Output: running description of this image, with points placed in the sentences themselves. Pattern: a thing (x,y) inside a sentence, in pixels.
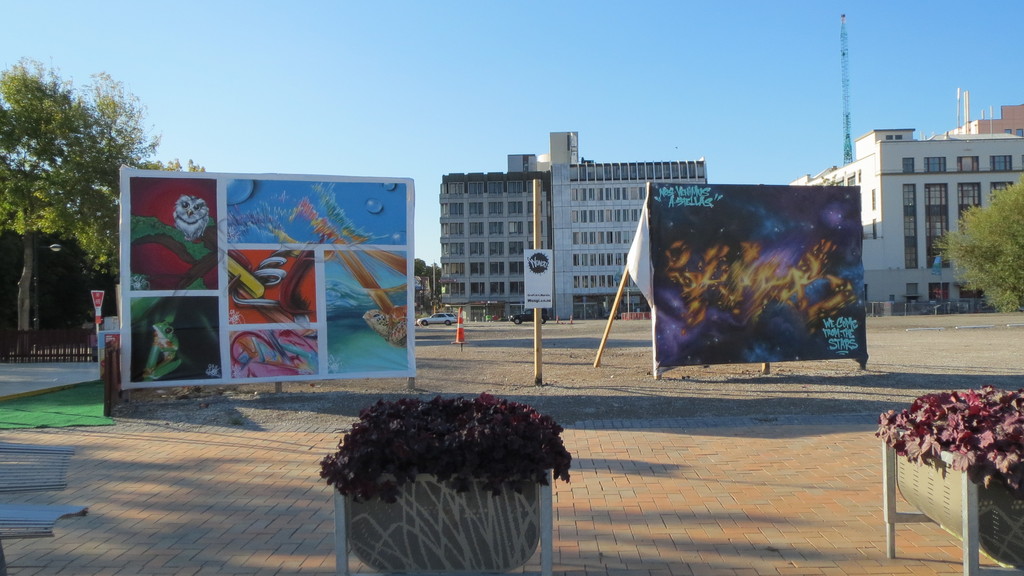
In the image we can see there are banners (348,336) kept on the ground (632,322) and there are trees (1005,243) in the area (967,352). Behind there are buildings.
